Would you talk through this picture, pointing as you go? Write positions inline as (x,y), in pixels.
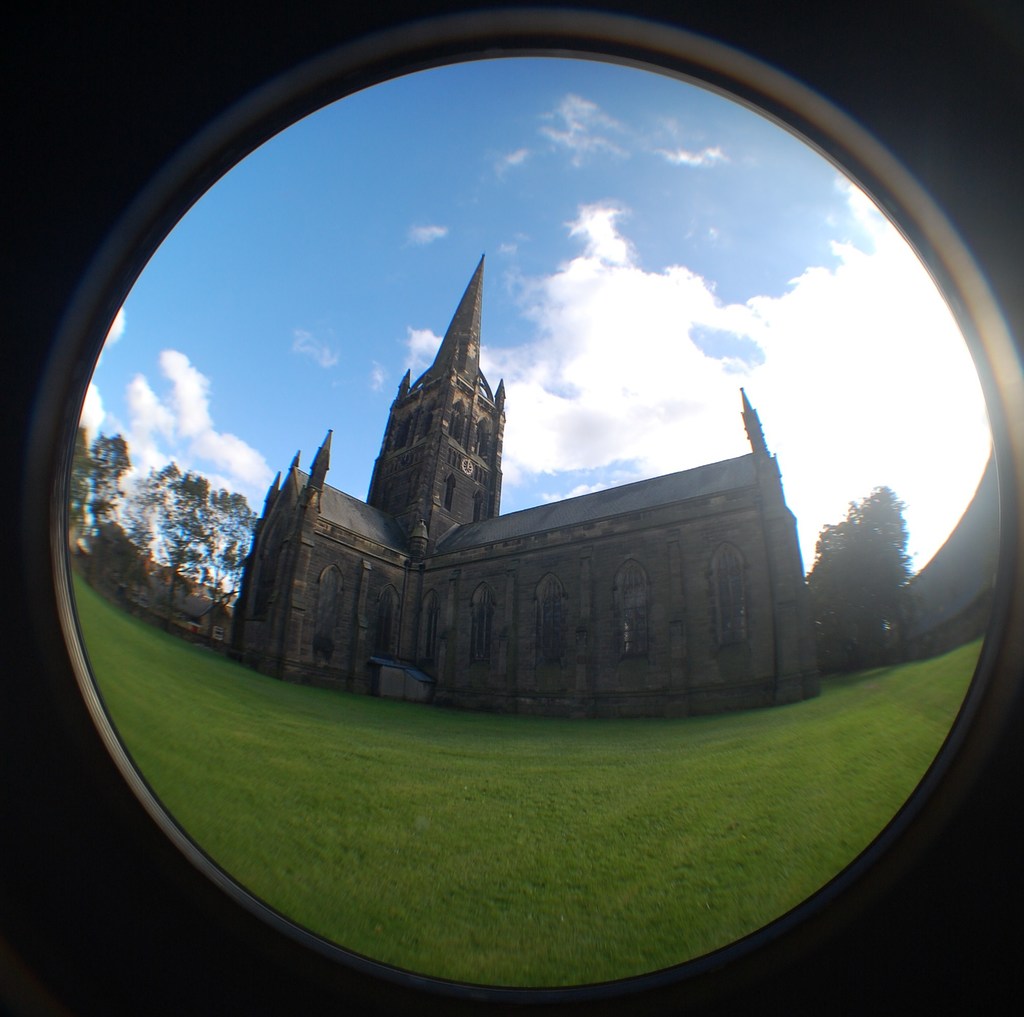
In this image I can see a church (444,647). This looks like a old architecture building (381,580). These are the trees (829,534). This is the grass (381,861). I can see clouds (614,314) in the sky (626,234).
